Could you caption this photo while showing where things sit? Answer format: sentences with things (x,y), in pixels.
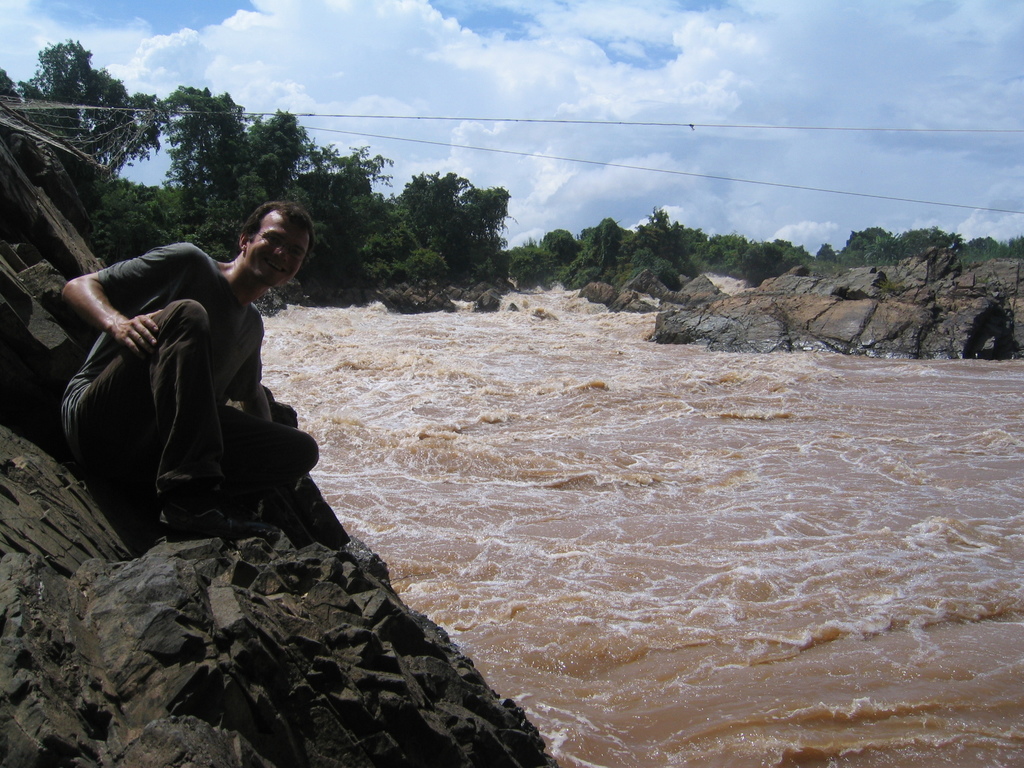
In this picture there is a man (172,352) on the left side of the image (279,229), on the rocks (87,537) and there is water (658,512) in the center of the image (649,386) and there are trees (415,251) in the background area of the image (871,245).
